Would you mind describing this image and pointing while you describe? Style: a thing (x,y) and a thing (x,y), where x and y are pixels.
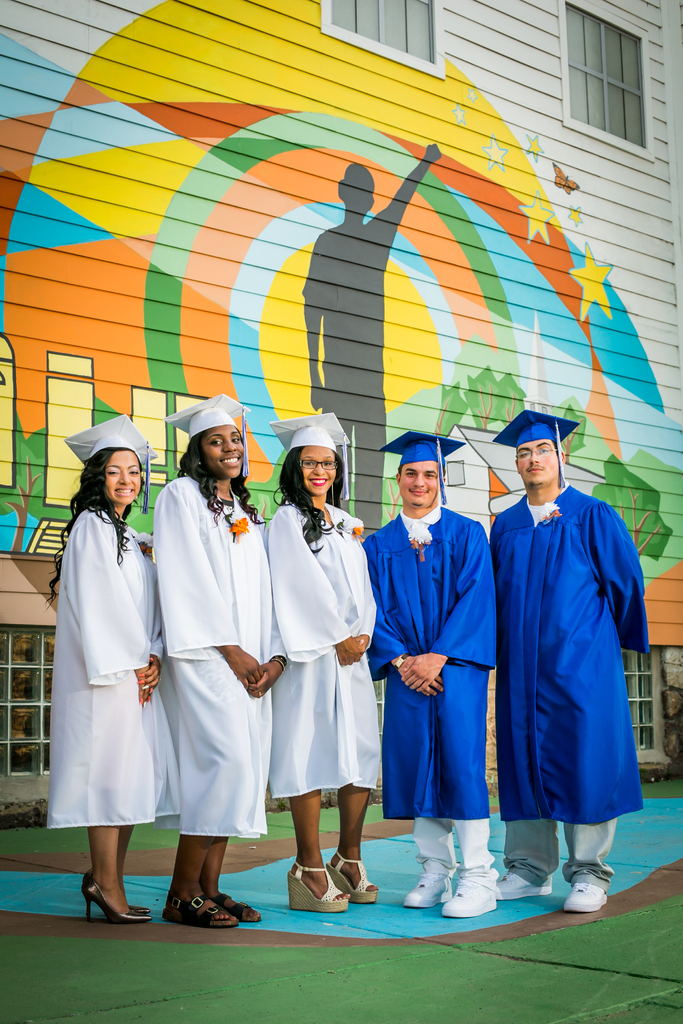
In this image I can see 5 persons (299,520) are standing, I can see three of them are wearing white colour dress (185,626) and two of them are wearing blue colour dress (487,599) I can also see they all are wearing hats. In the background (335,319) I can see windows (413,53) and a painting (217,240) on the wall (286,256).
